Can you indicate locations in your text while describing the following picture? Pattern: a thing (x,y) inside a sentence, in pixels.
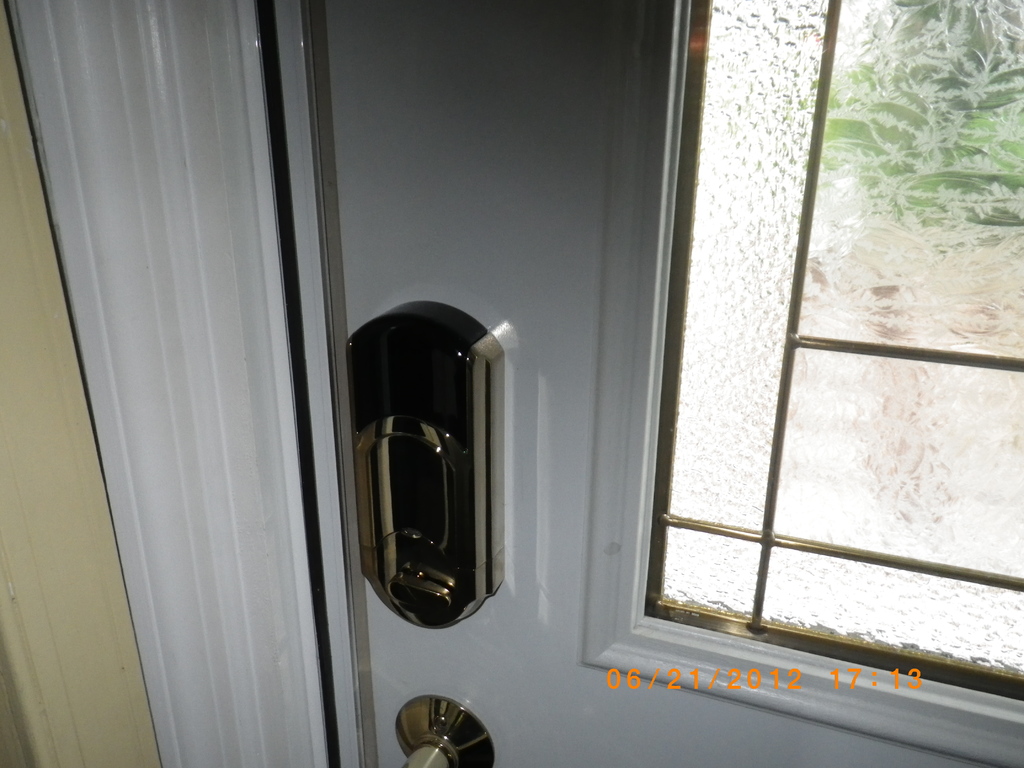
In this picture we can see a door (643,306) and glass (832,294), at the bottom of the image (648,670) we can see timestamp (855,681).
